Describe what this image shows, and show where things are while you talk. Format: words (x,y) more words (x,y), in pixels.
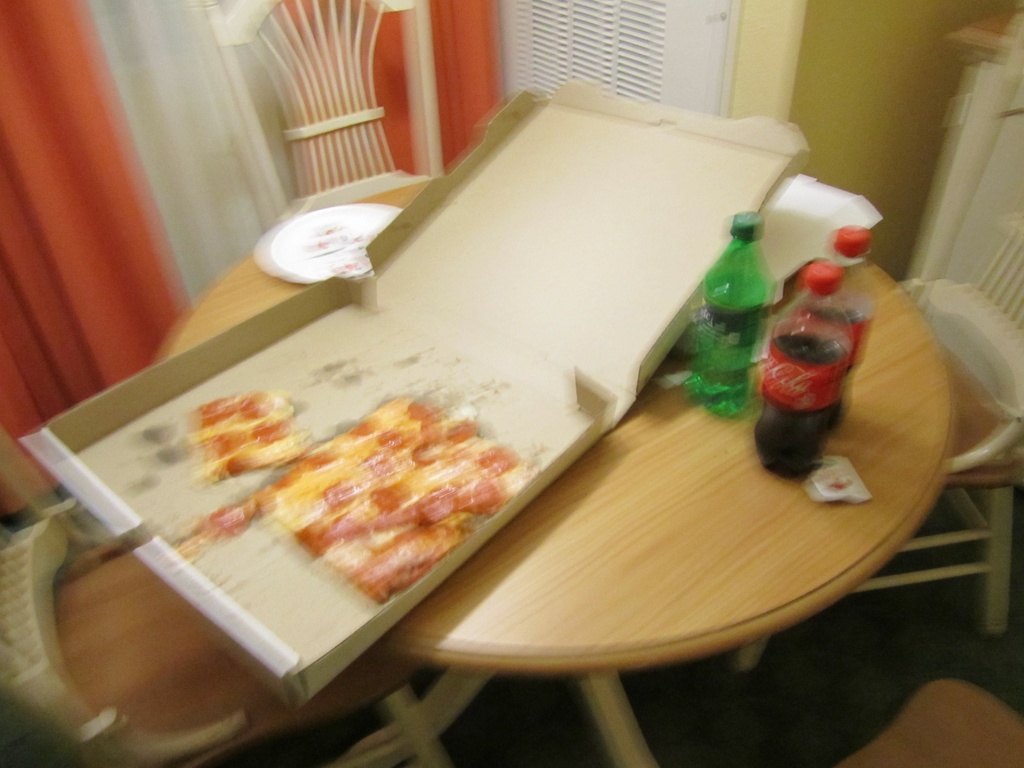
This picture shows food (264,424) and bottles (784,408) on the table (872,427) and we see few chairs (396,178) around the table (925,363).
